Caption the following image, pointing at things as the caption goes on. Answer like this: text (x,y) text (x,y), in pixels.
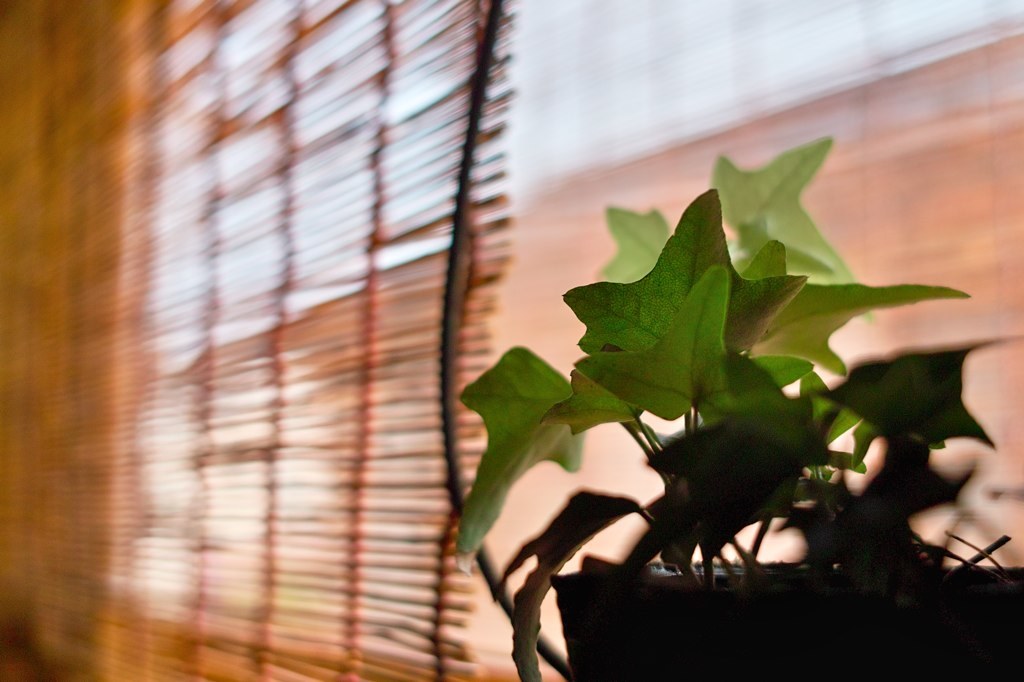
In the picture I can see a flower pot (804,488) on the right side of the image (851,601). The background of the image (207,10) is blurred, where we can see the window blinds (251,409).
